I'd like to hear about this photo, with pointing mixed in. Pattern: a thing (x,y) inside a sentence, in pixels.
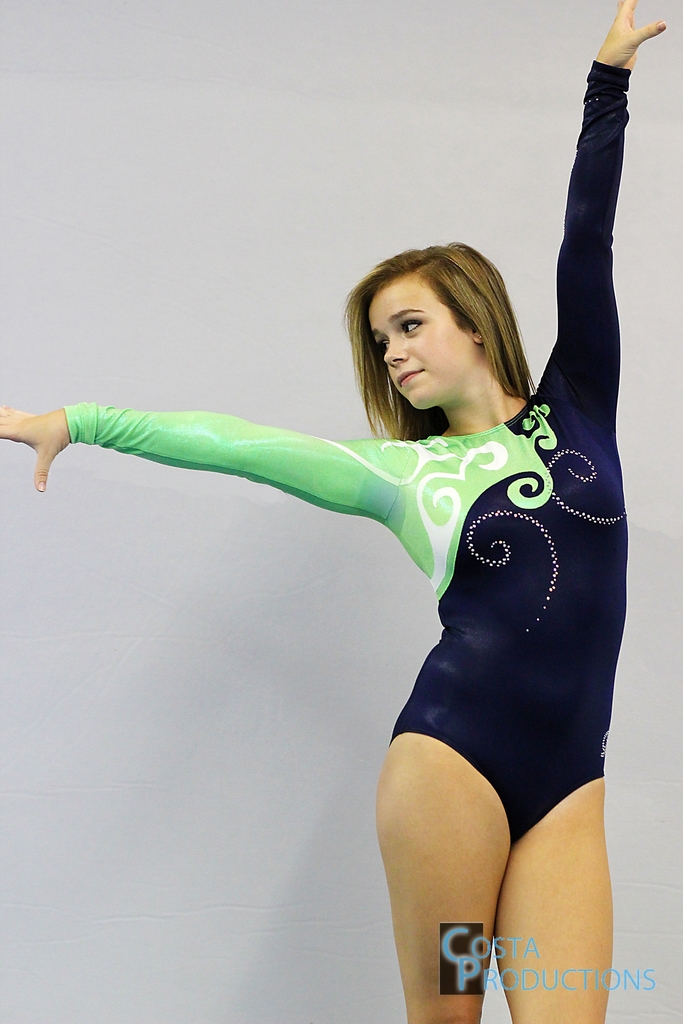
There is one woman (440,702) standing as we can see on the right side of this image (471,555), and there is a white color wall (253,610) in the background (209,322). There is a logo (481,944) at the bottom of this image (468,955).
